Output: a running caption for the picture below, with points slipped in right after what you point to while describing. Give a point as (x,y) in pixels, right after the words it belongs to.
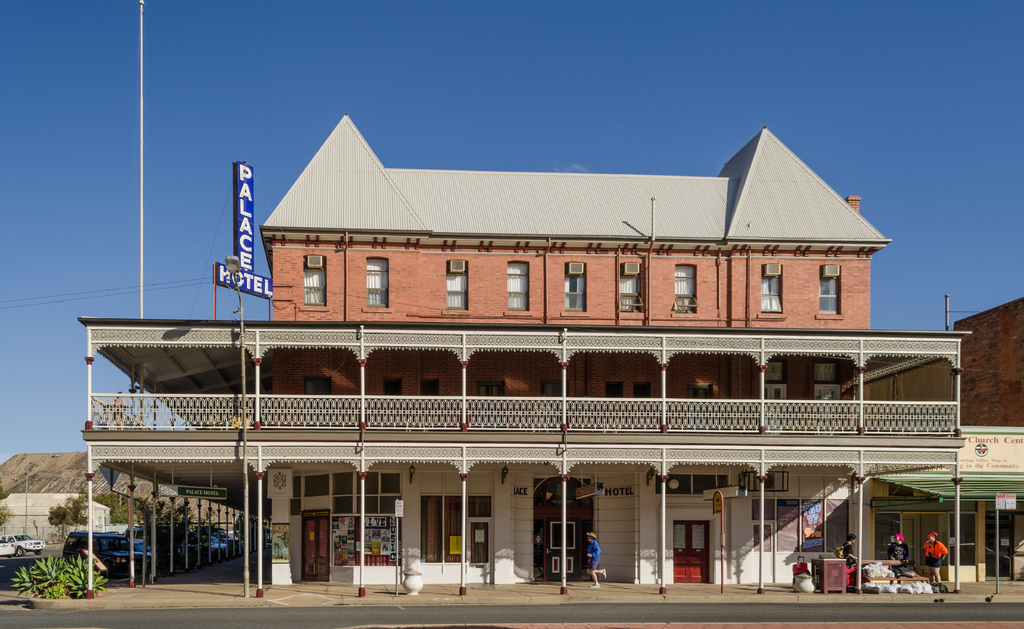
In this image we can see a building (434,316) with windows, railings (440,419), pillars (664,418) and doors (571,534). On the building (469,544) there are many things (383,542). Also there we can see few people (901,545) in front of the building (776,547). And there is a board (224,278) with something written. On the left side (96,551) there are trees (167,531) and vehicles (137,535). In the background (367,81) there is sky (604,61). In front of the building (476,521) there is a road (925,605).
